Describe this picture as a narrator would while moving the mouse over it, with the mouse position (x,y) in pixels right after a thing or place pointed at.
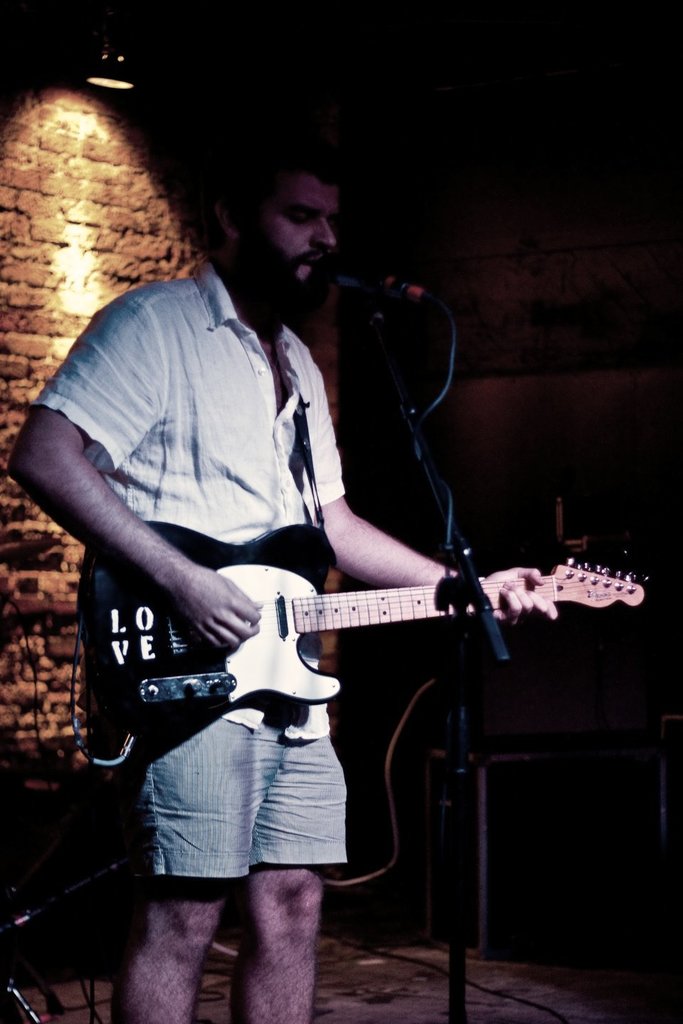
in this image the person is playing the guitar (136,698) in front of mike (337,284) and behind the person (267,775) some instruments (478,757) are there in the back ground (436,551) is very dark.
